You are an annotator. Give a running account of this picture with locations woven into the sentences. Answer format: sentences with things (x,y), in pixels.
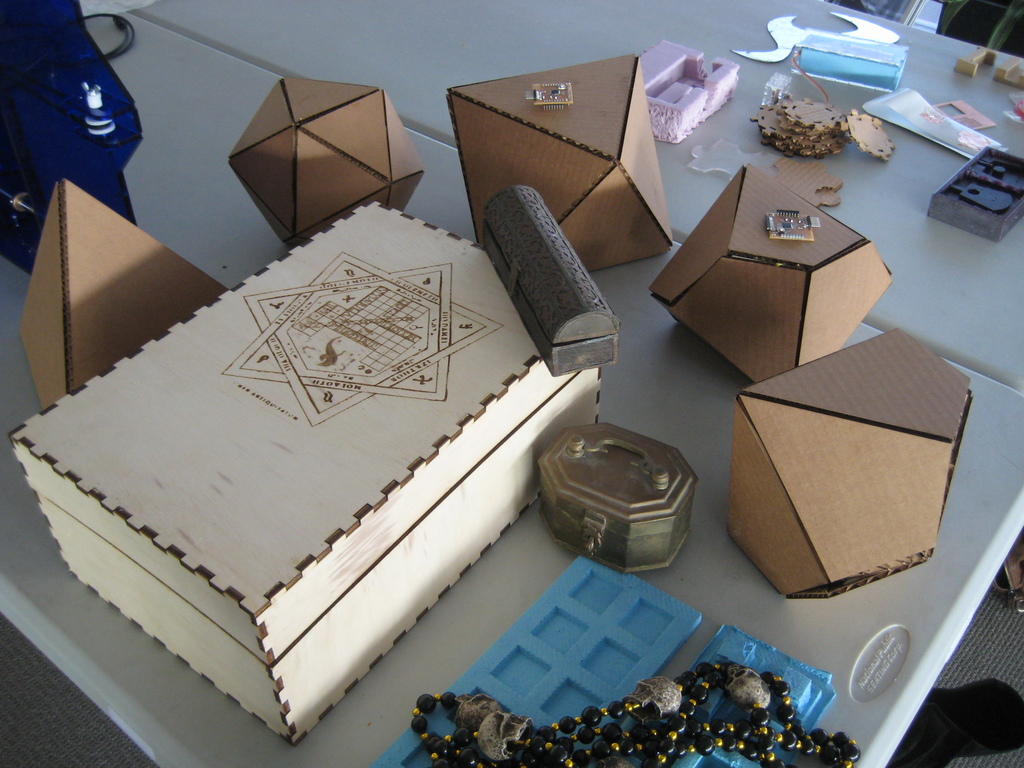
This picture shows few boxes (492,454) on the table (137,70).
